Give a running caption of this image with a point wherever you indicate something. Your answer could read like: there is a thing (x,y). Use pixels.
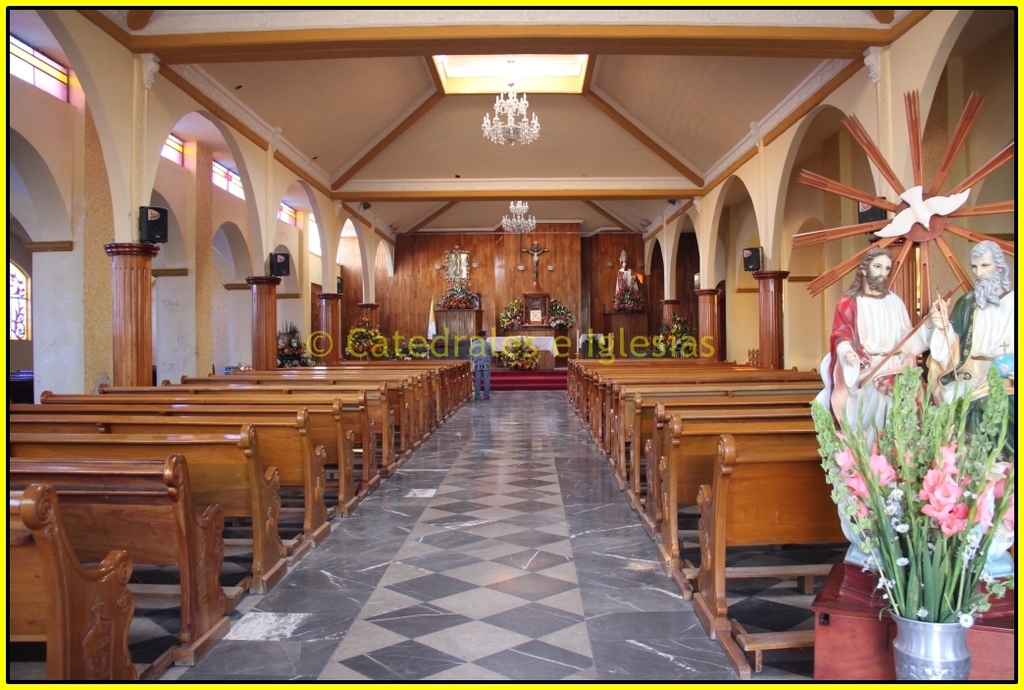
In this image, we can see the inner view of a room (515,429). We can see the ground (331,528) and some benches (763,517). We can see a person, some statues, flowers (958,614). We can also see some arches (223,130) and black colored objects (277,268). We can see the stage (540,371) with some objects (540,358). We can also see the roof (381,130) with some objects (522,205).
